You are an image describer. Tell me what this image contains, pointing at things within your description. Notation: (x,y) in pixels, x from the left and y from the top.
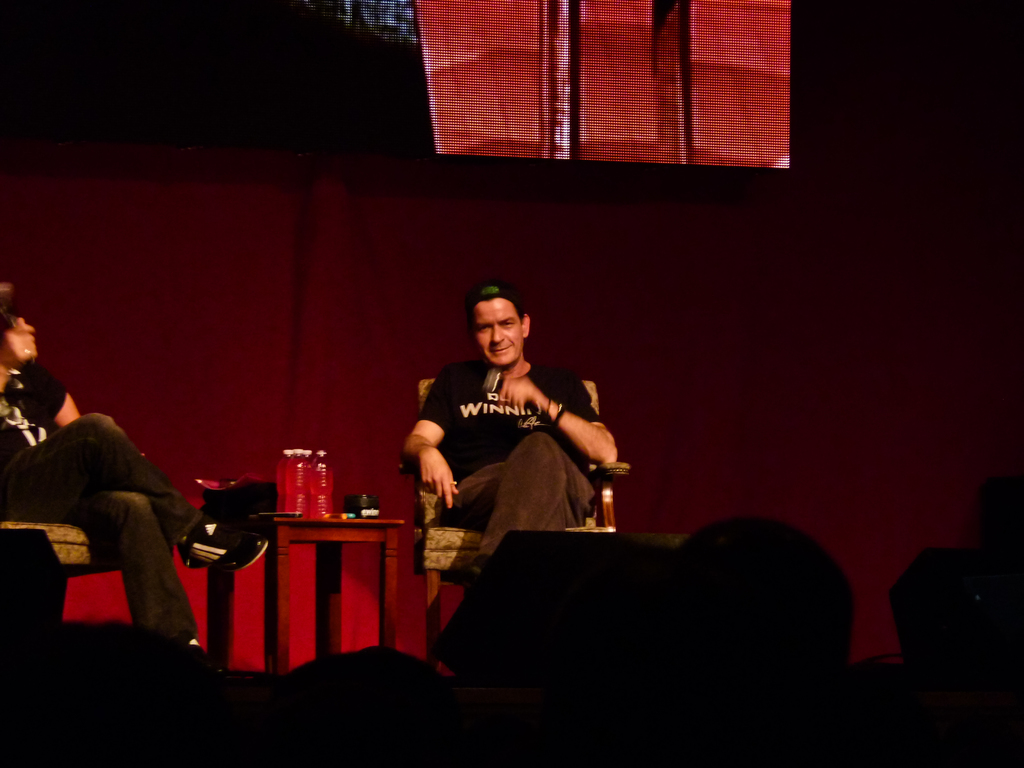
In this picture there are two persons (171,518) sitting in chairs (444,563) and holding a mic (8,313) in their hands (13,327) and there is a table (381,559) in between them which has few bottles (317,509) and some other objects (349,517) on it and there are few other objects (596,671) in front of them and the background (221,295) is in red color.
